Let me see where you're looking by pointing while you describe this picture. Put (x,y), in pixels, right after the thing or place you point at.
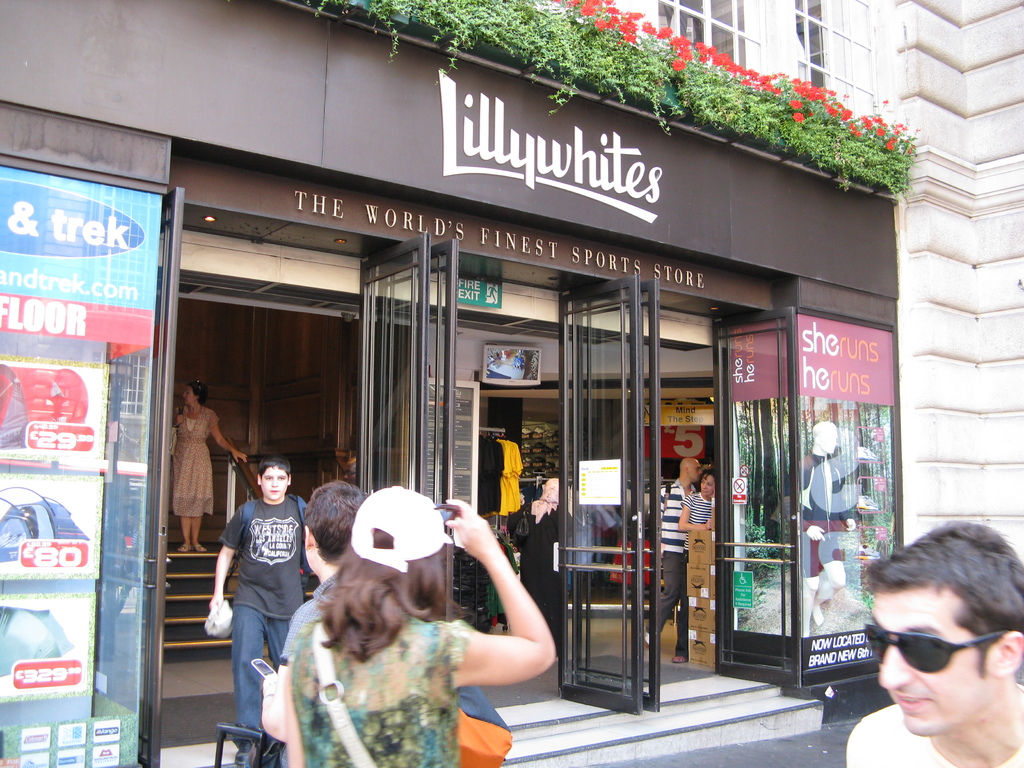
In this picture there are few persons (879,719) standing in front of a store (510,410) which has lillywhites written on it and there are few plants (567,47) above it and there is a building (859,80) in the background (859,80).
